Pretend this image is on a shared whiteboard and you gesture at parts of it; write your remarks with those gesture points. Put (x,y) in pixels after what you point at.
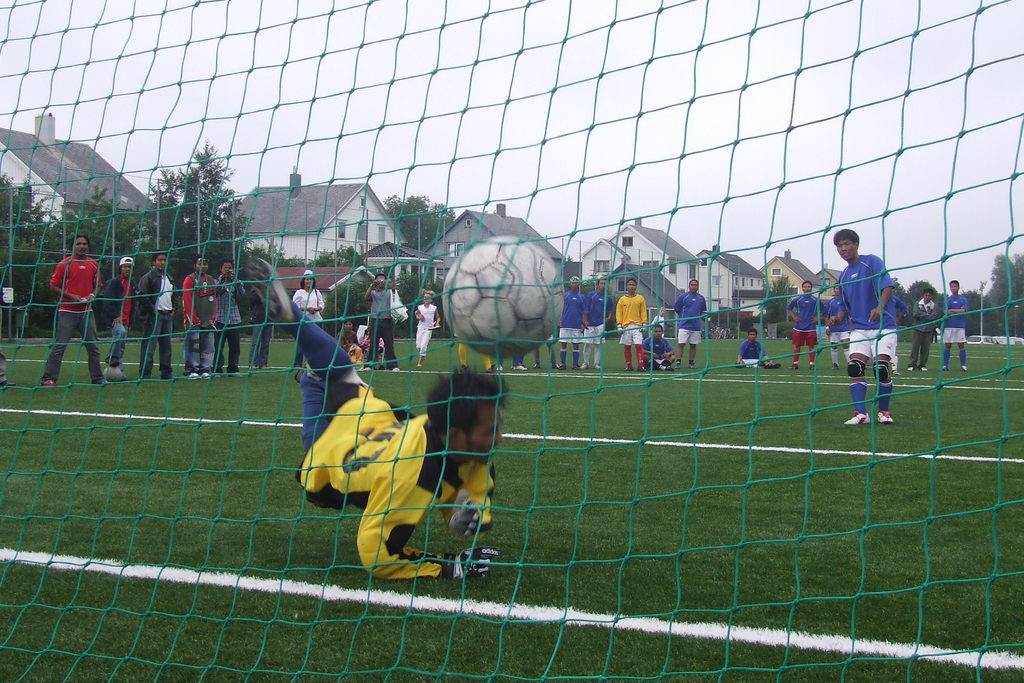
This image is taken outdoors. At the bottom of the image (579,586) there is a ground (136,458) with grass (59,408) on it. At the top of the image (308,97) there is a sky (759,173). In this image there is a net (1006,328). In the background (17,160) there are many houses (61,155) with walls (347,220), windows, roofs (510,222) and doors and there are many trees (1014,315) and plants (402,285). In the middle of the image (413,446) two boys (387,479) are playing football and a few people (69,283) are standing and watching.
